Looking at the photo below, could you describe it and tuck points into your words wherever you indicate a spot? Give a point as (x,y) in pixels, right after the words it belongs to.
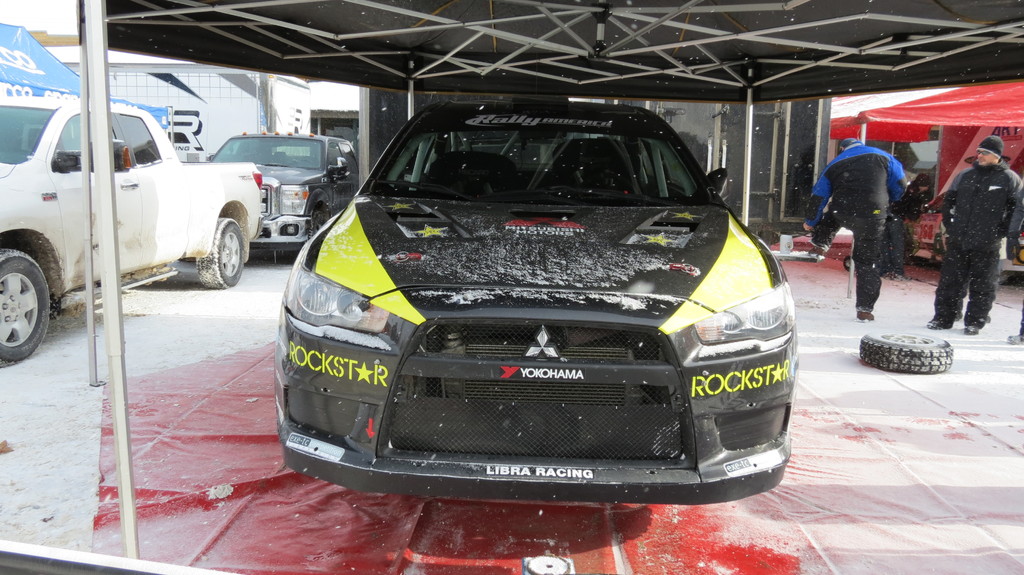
In this picture I can see there is a car (498,362) parked here and there is a red color plastic cover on the floor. There are two persons (875,228) standing at the right side (828,223). There are two more cars (56,241) parked at left side (56,228).
